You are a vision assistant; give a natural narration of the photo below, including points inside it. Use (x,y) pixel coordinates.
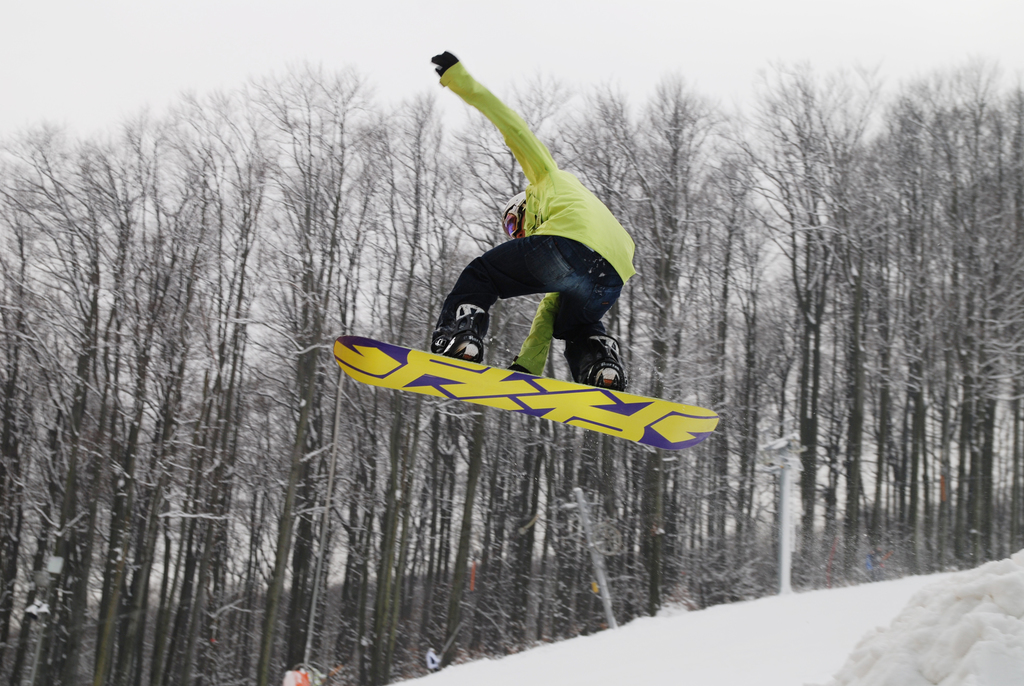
In this image I can see a person (527,270) in air and the person (576,284) is wearing green shirt (604,212), blue pant (570,240) and also wearing a snowboard (354,351). Background (682,669) I can see snow (628,674) and sky (639,45) in white color and I can also see dried trees (642,385).
